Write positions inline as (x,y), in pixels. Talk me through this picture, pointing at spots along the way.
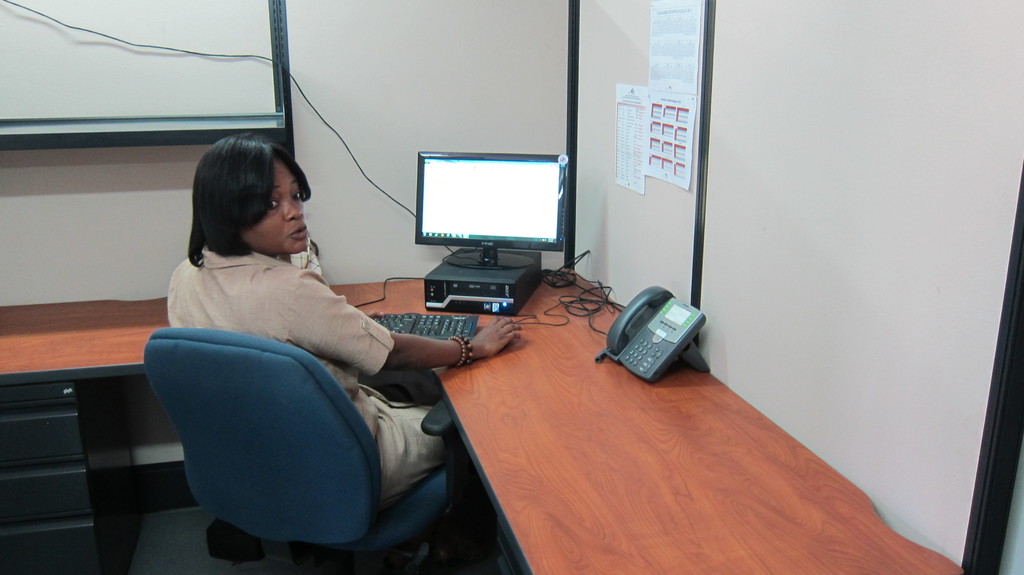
In this picture we can see a woman (255,209) is sitting on a chair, and in front (424,324) here is the table (421,305) and keyboard (442,316) and system (448,202) and telephone (649,330) on it. and at back (660,271) here is the wall (647,215) and papers (667,124) on it.
